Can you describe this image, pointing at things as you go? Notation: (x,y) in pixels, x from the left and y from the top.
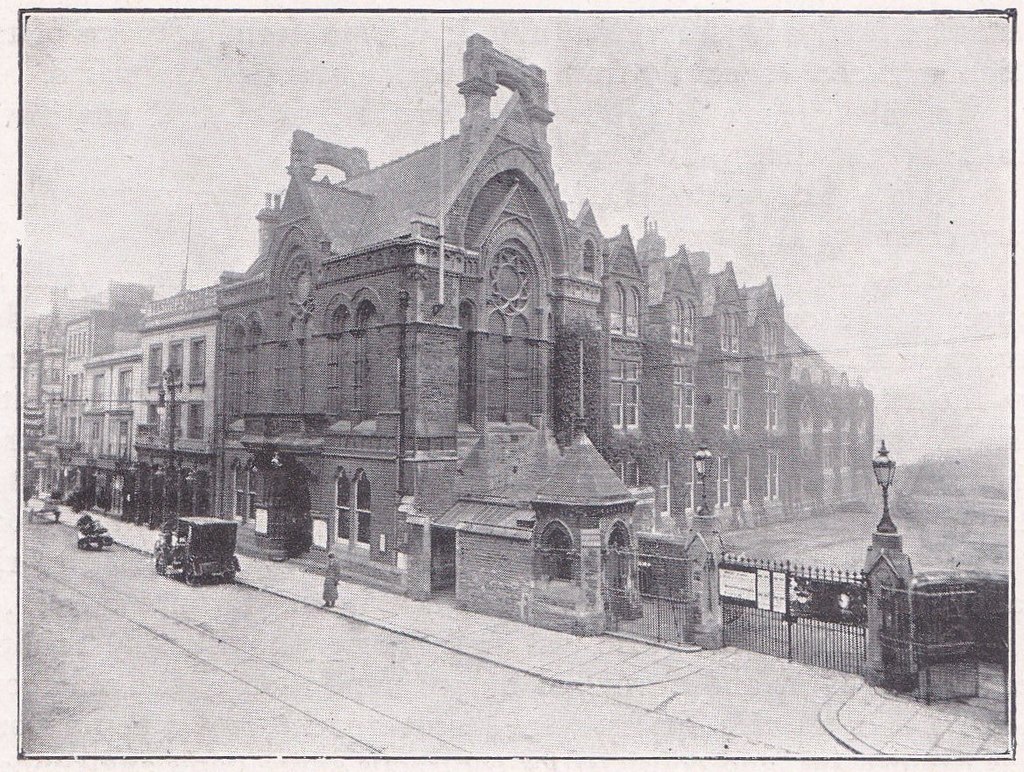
In the picture I can see buildings (404,501), fence (765,620), gates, vehicles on the road (707,733) and some other objects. In the background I can see the sky (603,75). This picture is black and white in color.
